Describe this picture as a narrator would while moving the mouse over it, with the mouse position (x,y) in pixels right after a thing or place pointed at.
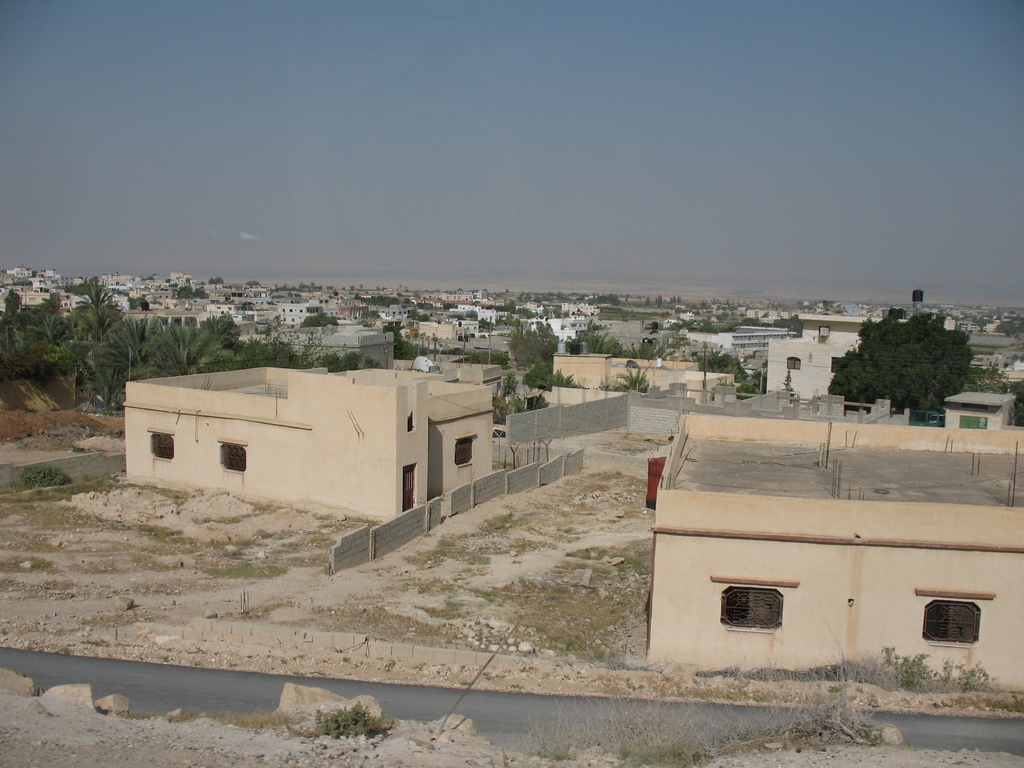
In this image I see the buildings (348,337), trees (530,378) and I see the wall (577,466) over here and I see the ground (393,617) over here and I see the plants (344,725) and the grass (637,755). In the background (168,172) I see the sky (257,172).
